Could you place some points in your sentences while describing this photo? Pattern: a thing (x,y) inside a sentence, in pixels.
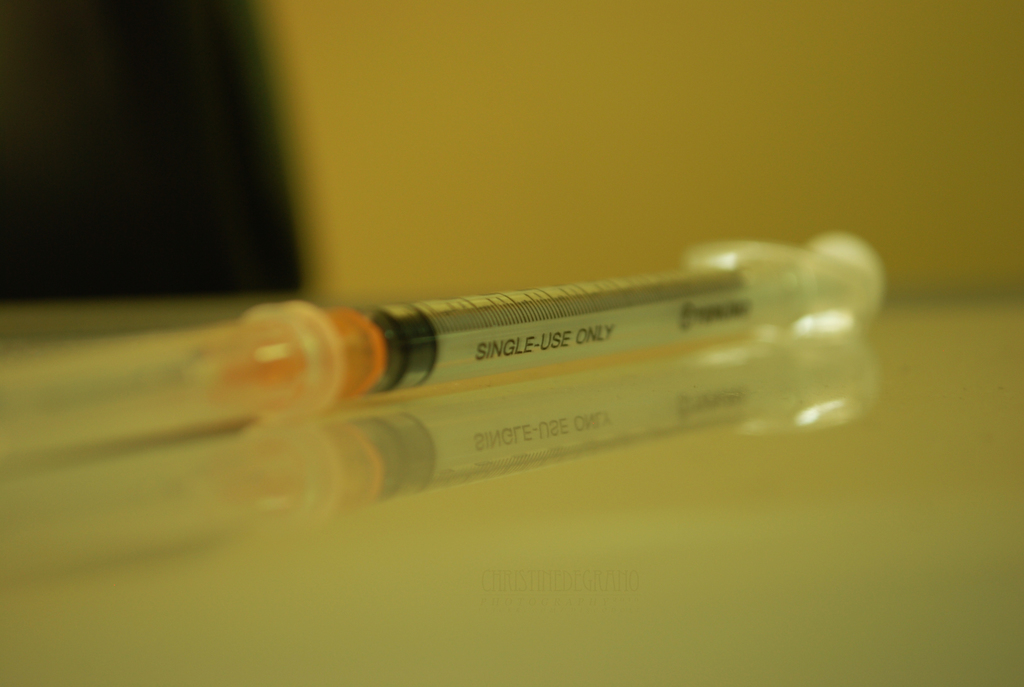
In this image I can see an injection (540,362) on the cream color surface (555,453) and the background (529,26) is in yellow and brown color.
